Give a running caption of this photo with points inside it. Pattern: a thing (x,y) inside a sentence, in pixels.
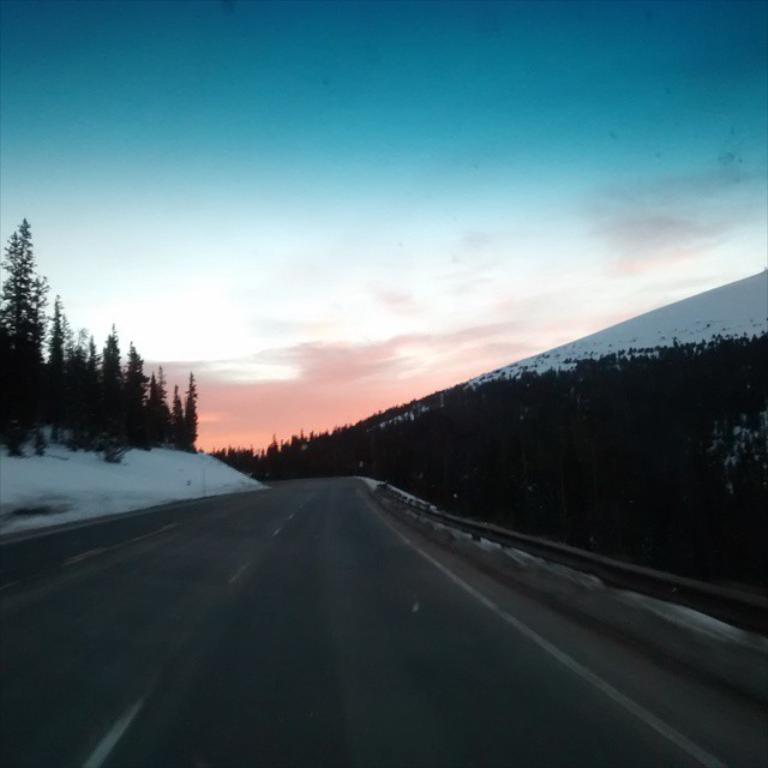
At the bottom of the image (448,556) there is road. Behind the road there is snow (48,493) and fencing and trees (460,415) and hills (655,313). At the top of the image (285,32) there are some clouds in the sky (71,54).
